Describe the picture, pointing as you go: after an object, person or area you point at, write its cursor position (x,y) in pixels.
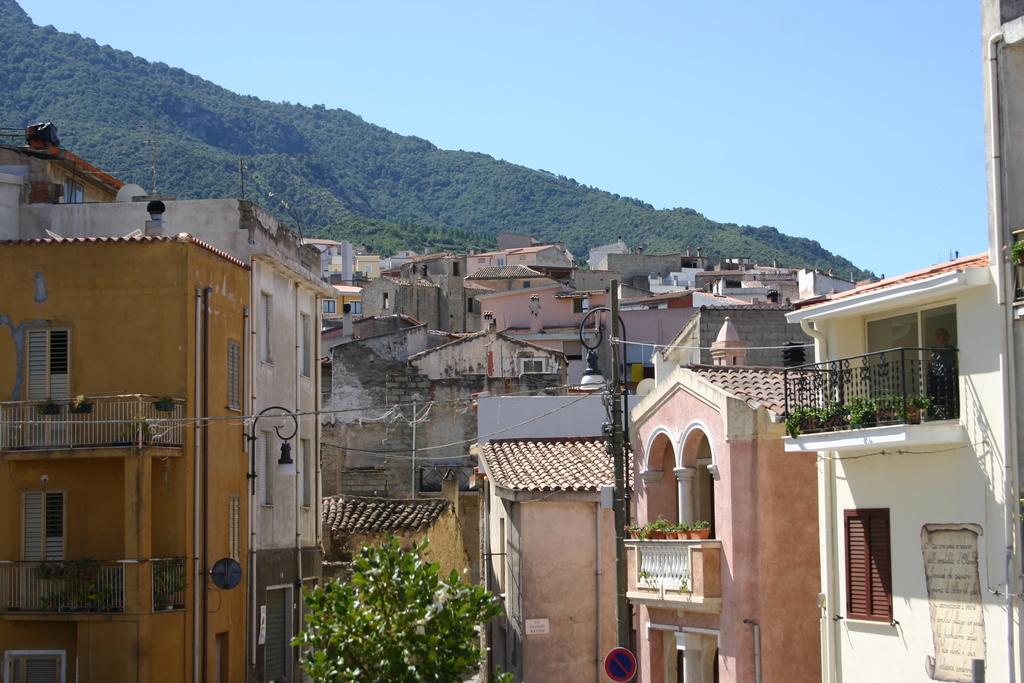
This is a tree (407,645) and these are the buildings (497,403), at the top (188,81) it's a hill (296,171).
